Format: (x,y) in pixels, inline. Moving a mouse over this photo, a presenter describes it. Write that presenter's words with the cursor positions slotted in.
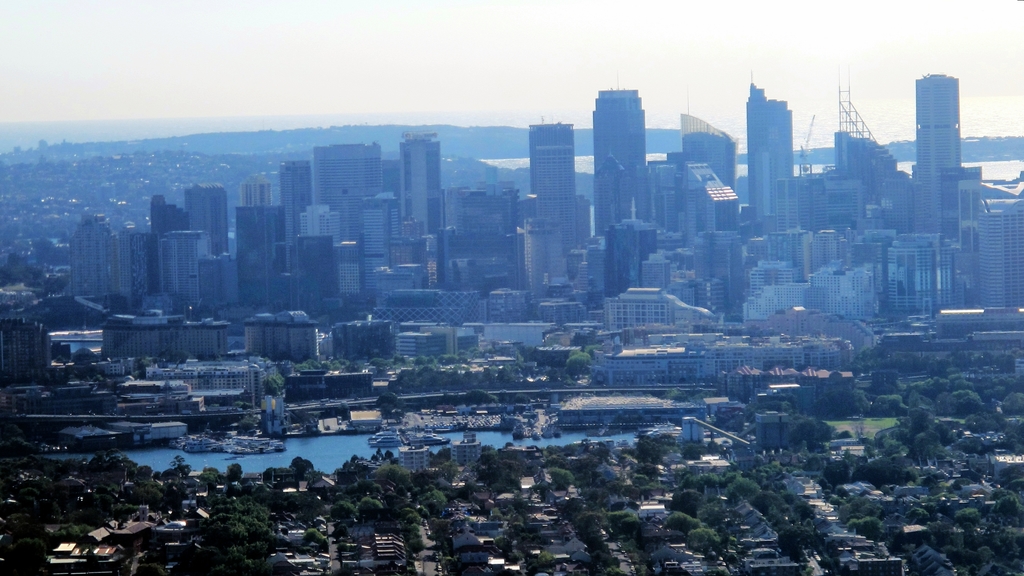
This is a overview of a city (519,358), where we can see buildings (456,325), trees (467,494) and some ships (249,443) on the water (297,446), and there is a sky (456,71) at the top of this image (228,73).
